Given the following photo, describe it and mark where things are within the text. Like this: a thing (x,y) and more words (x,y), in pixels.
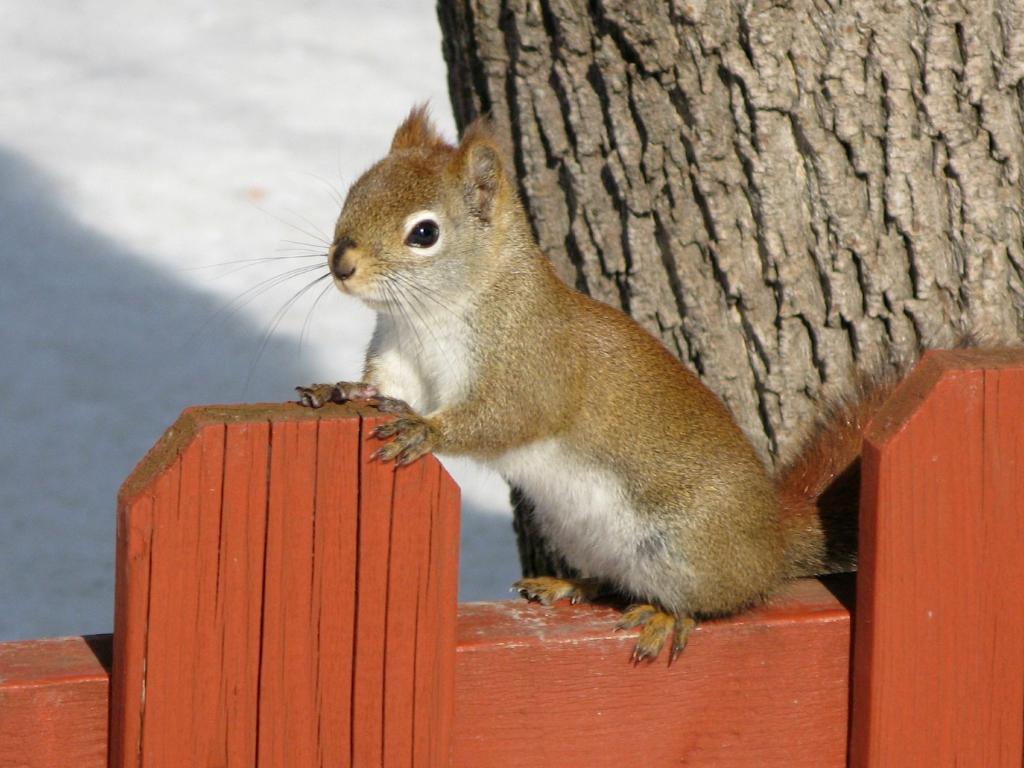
In this picture I can see there is a squirrel (658,440) here sitting on the fence (463,613) and in the backdrop (634,162) I can see there is a trunk (820,140) of a tree (847,224) and the squirrel (558,581) is in brown color with a tail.
